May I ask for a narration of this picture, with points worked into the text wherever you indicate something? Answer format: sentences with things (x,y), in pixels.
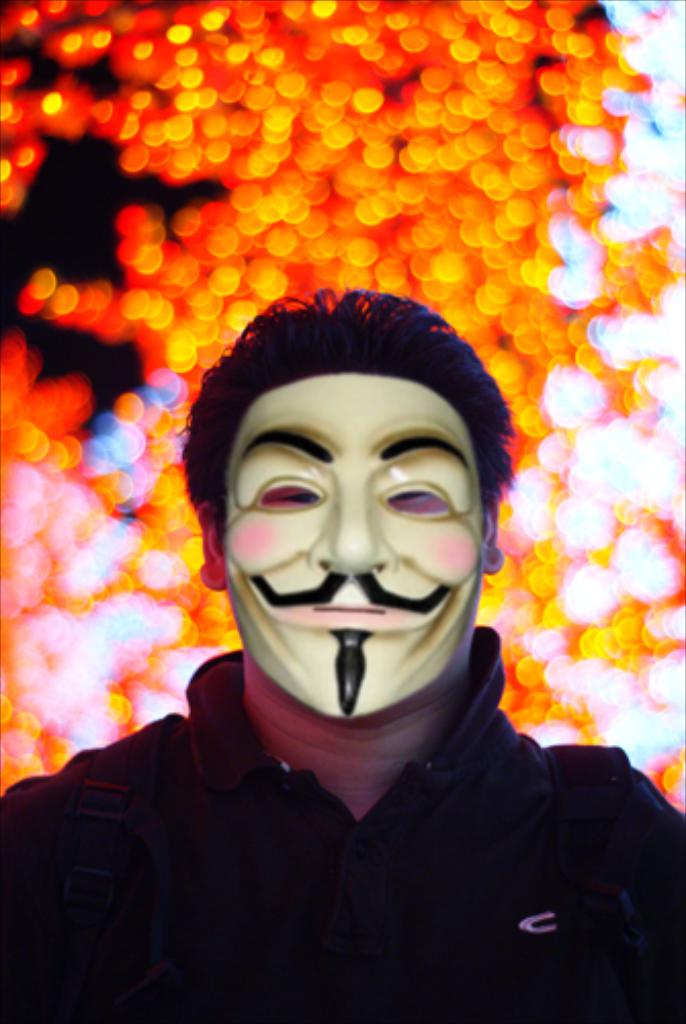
At the bottom of this image (572,848), there is a person (385,1003) having a mask (379,566). And the background (631,489) is blurred.
